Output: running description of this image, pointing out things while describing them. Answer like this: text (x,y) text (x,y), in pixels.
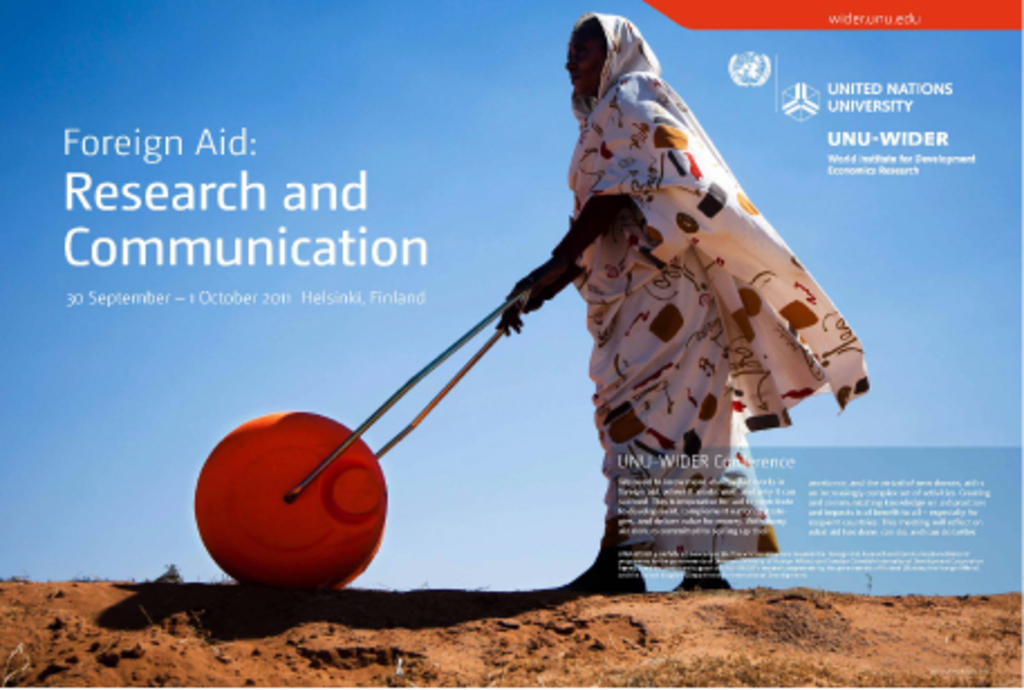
In this image I can see a woman (634,336) is standing and holding a metal rod (509,301) in her hand (543,300). I can see an orange colored object (366,446) on the ground (301,607), something is written on the picture and in the background (309,117) I can see the sky (309,117).
